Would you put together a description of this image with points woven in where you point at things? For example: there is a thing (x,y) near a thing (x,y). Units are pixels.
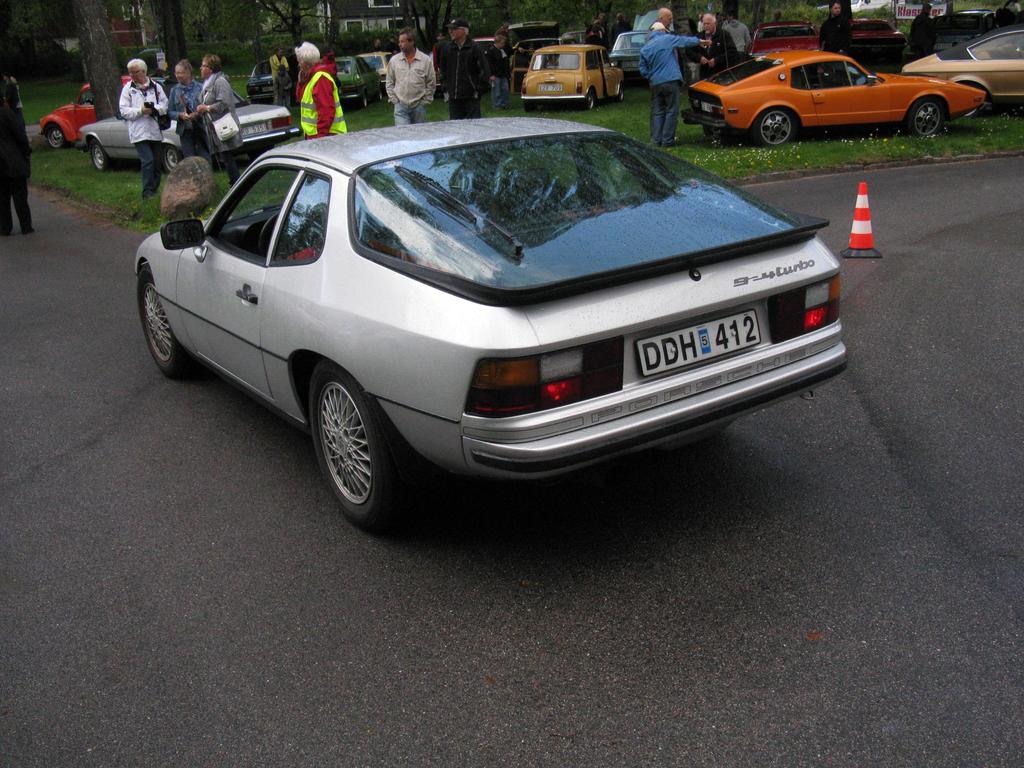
There is a gray color vehicle (534,341) on the road (627,613) on which, there is a pole (864,225) and a person (15,83). In the background (675,42), there are persons (657,49), vehicles (777,93) which are in different colors on the grass (958,134) on the ground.
